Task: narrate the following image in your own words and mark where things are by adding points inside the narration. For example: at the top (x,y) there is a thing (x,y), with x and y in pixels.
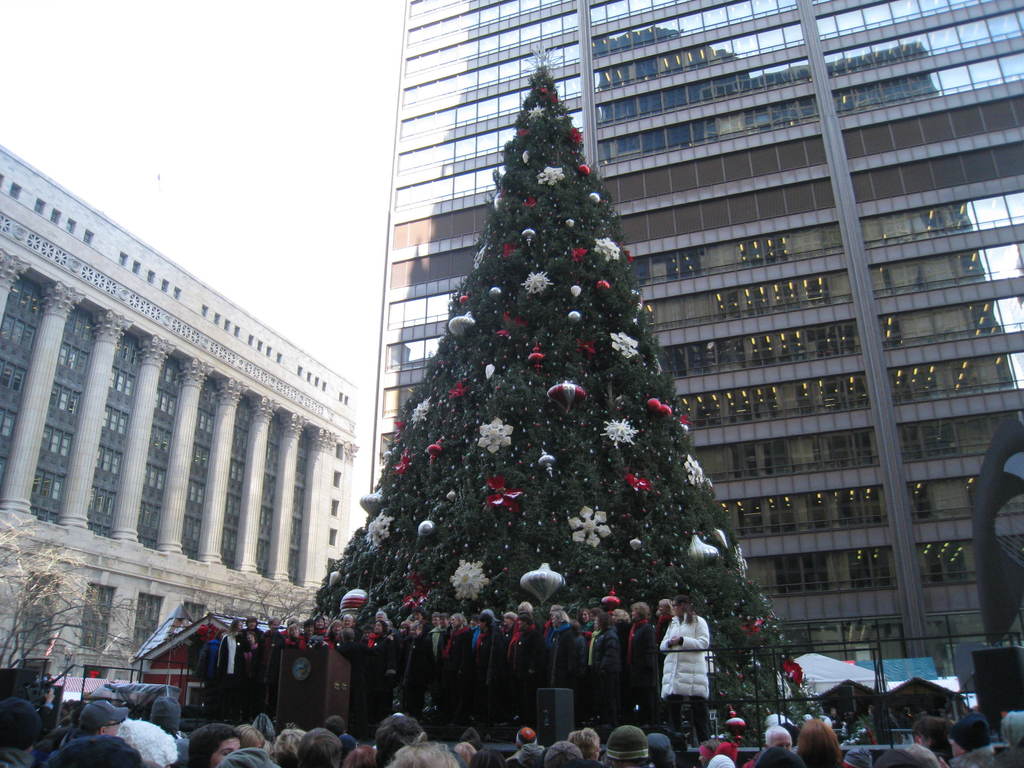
In the picture i can see some persons (221,758) standing on ground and some are standing near the tree (543,424) which is decorated with balls (571,389), stars (582,513) and some other products (514,502) and in the background of the picture (117,469) there are some buildings (267,389), clear sky (245,198).
